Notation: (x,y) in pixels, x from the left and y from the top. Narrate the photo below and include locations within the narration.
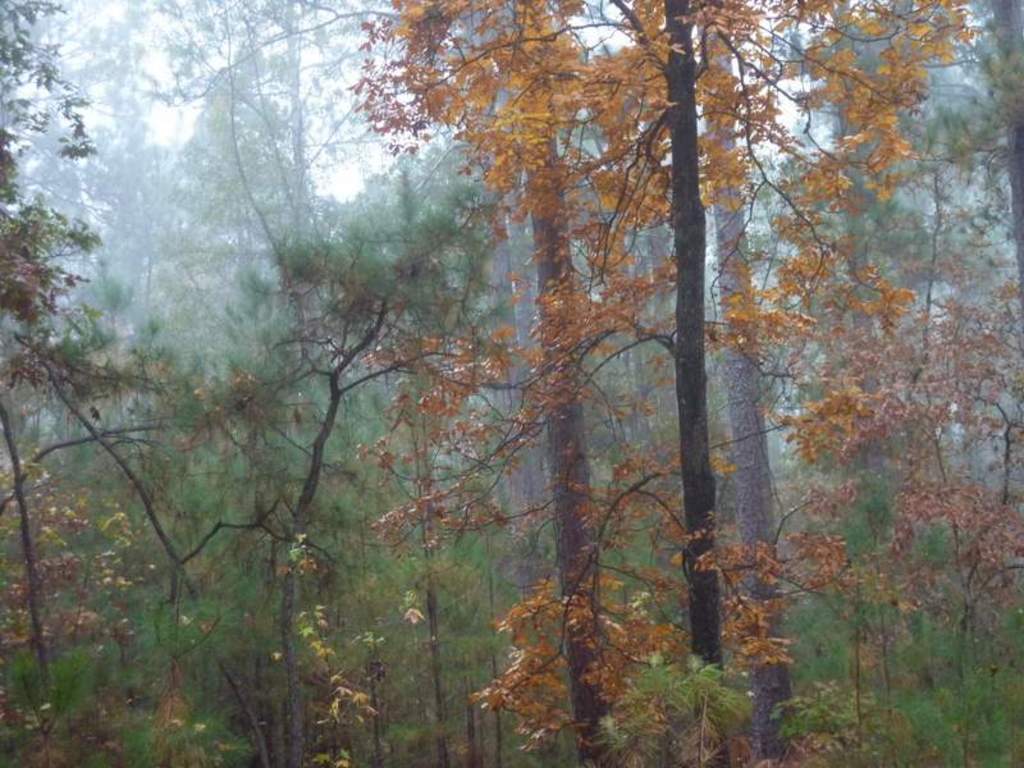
In this picture I can see trees (471,522). I can see clouds (338,109) in the sky (360,97).
